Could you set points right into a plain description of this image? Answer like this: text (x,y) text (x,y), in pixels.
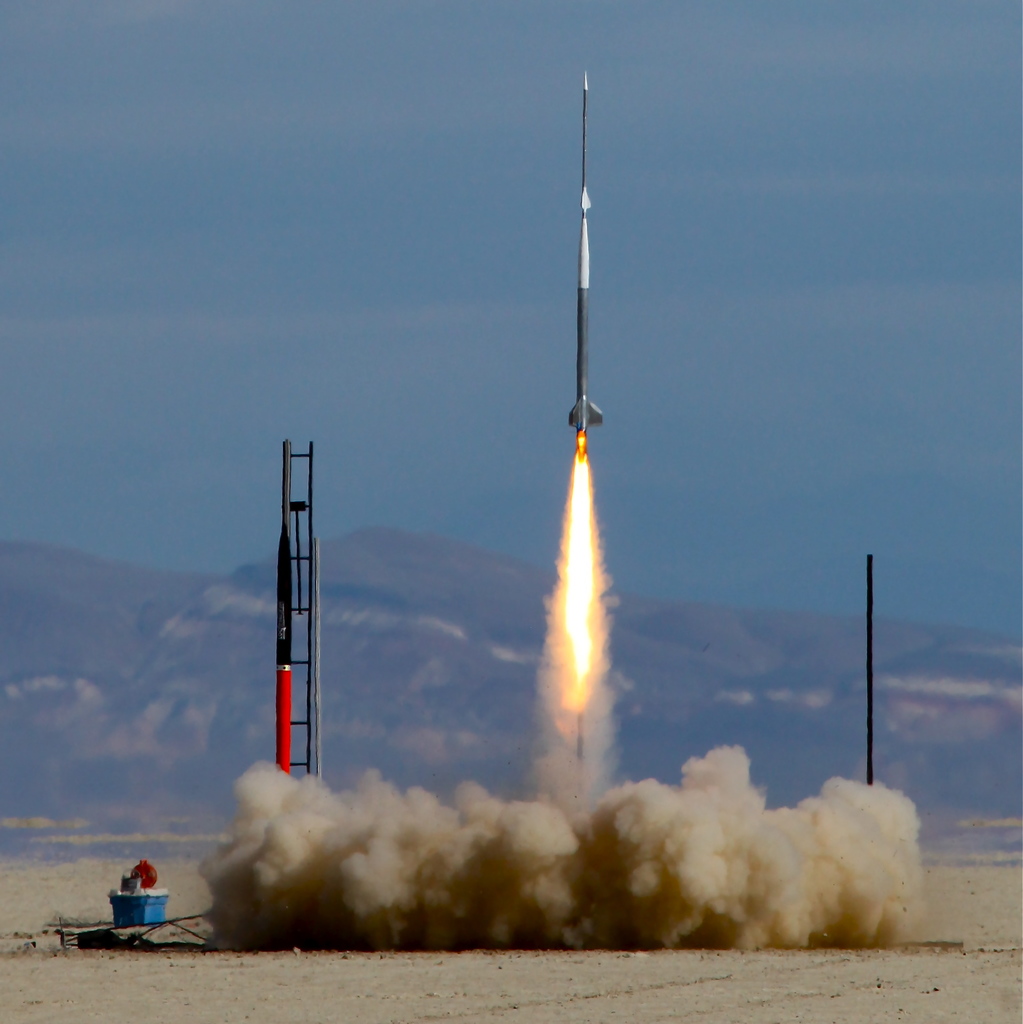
In this picture I can see there is a rocket launcher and there is a missile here and in the backdrop (189,730) I can see there is a mountain (469,723) and the sky (486,464) is clear.
